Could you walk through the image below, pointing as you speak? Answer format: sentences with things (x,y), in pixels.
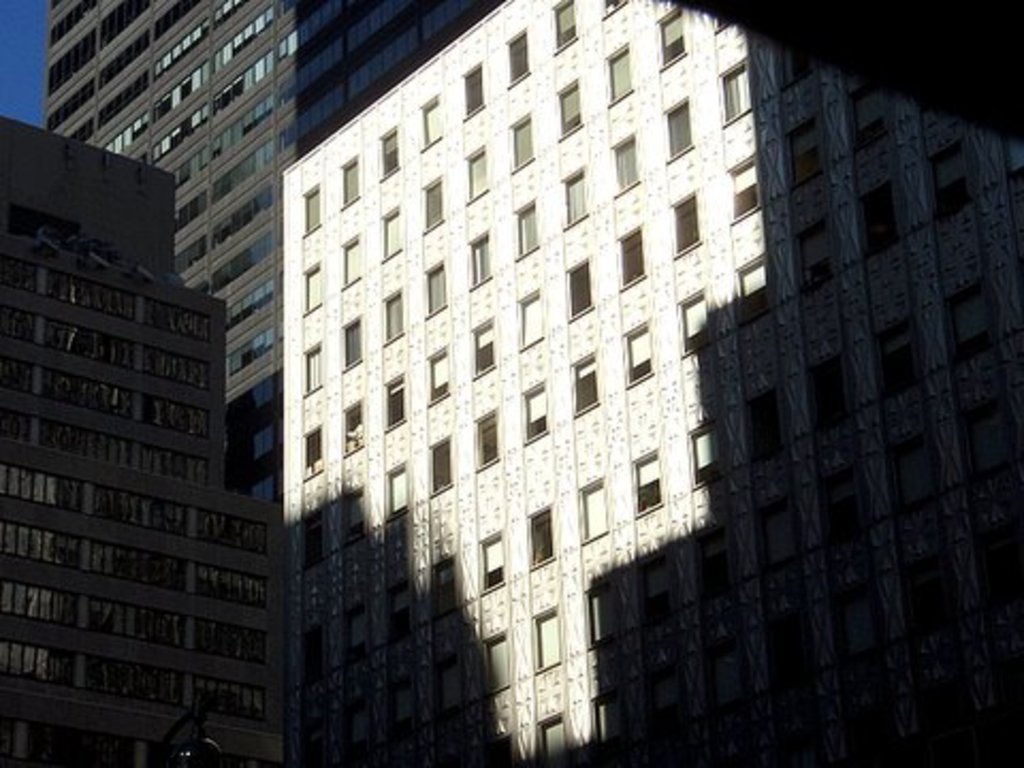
This image consists of buildings (223,322).
